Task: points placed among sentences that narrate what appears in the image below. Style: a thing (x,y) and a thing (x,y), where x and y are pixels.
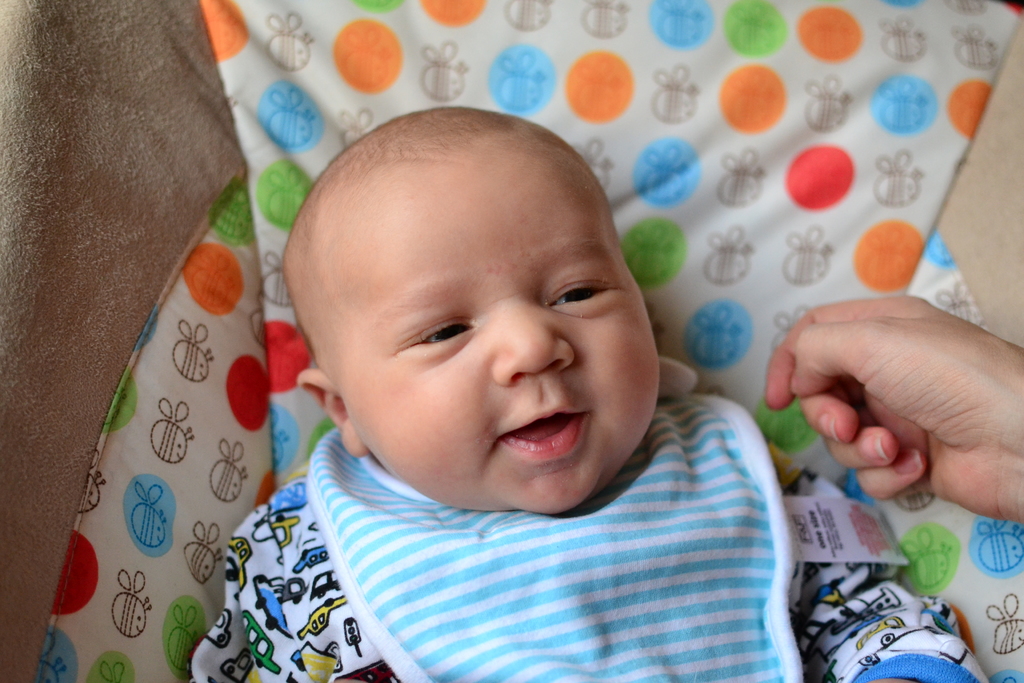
In the image there is a baby (453,431) in a cradle (369,106) and there is a hand (873,410) of a person (880,381) on the right side of the image (886,462).
